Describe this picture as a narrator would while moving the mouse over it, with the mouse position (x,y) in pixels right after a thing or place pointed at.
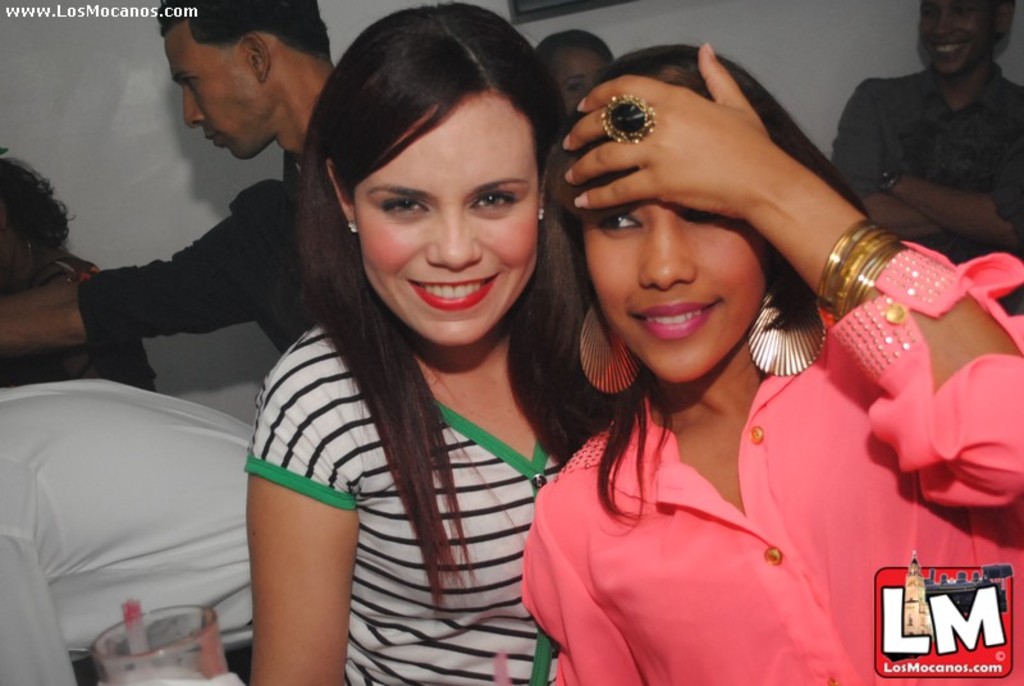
Here we can see few persons (622,419) and they are smiling. Here we can see a glass (187,637) and a logo (929,604). In the background (81,48) there is a wall (784,63).
